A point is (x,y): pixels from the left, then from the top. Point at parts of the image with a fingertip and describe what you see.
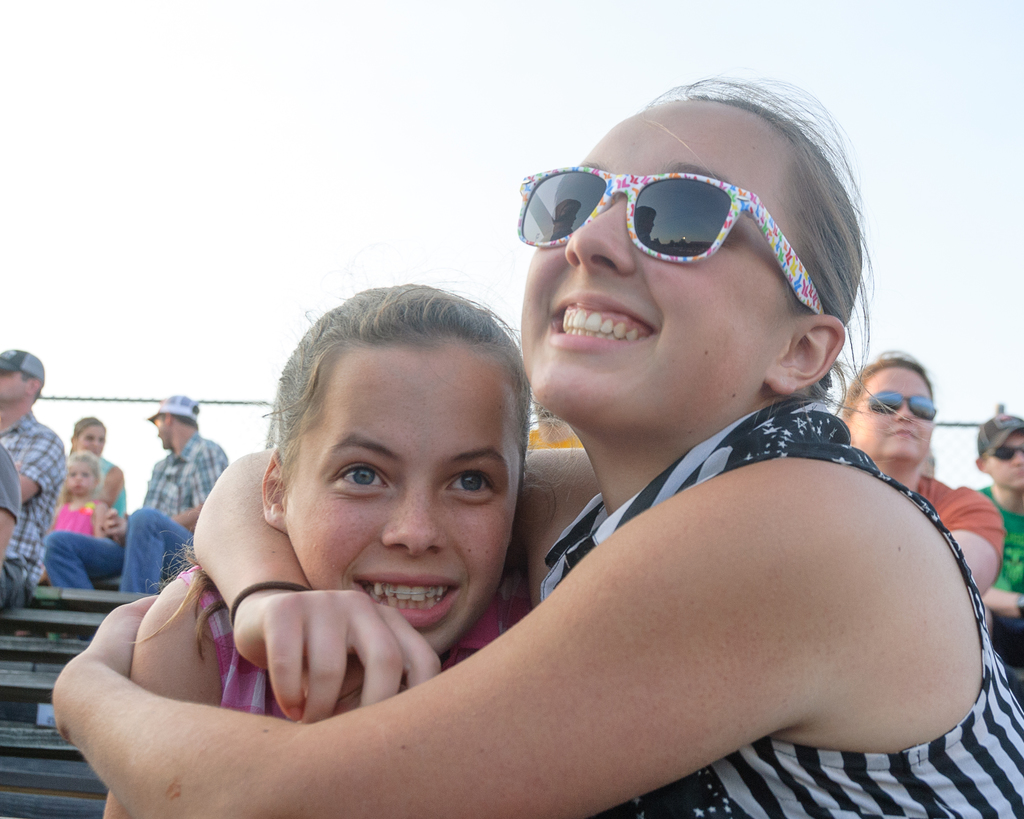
In this image in the foreground (500,622) there are two women (540,592) who are hugging each other and smiling, in the background (1015,469) there are some people (10,477) who are sitting and on the top of the image (472,68) there is sky (194,384).
